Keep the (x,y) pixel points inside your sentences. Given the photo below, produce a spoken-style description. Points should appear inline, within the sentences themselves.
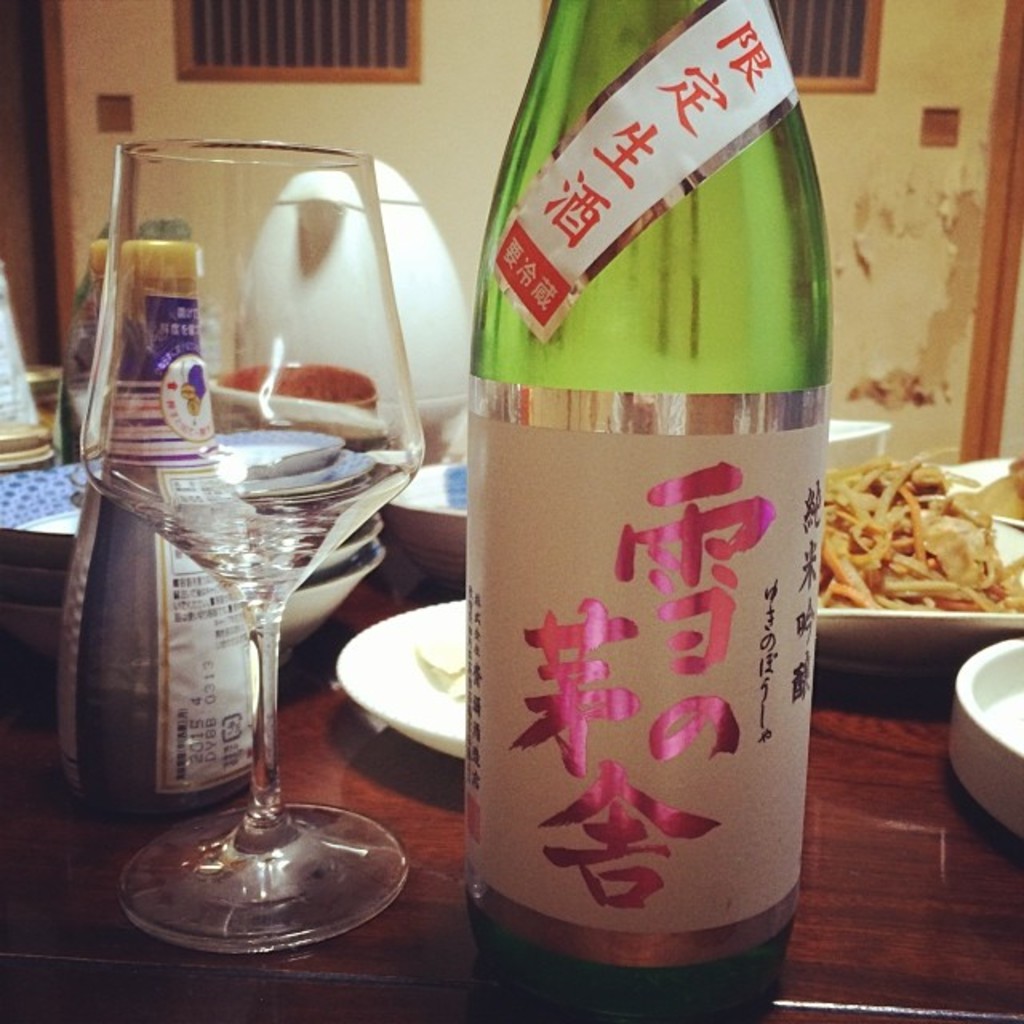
in this image many things (495,302) are keeping on the table (808,806) like bottle (617,539), glass (296,532), plates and some snacks (831,597) and some bowls (359,395) and background (449,424) is white.
